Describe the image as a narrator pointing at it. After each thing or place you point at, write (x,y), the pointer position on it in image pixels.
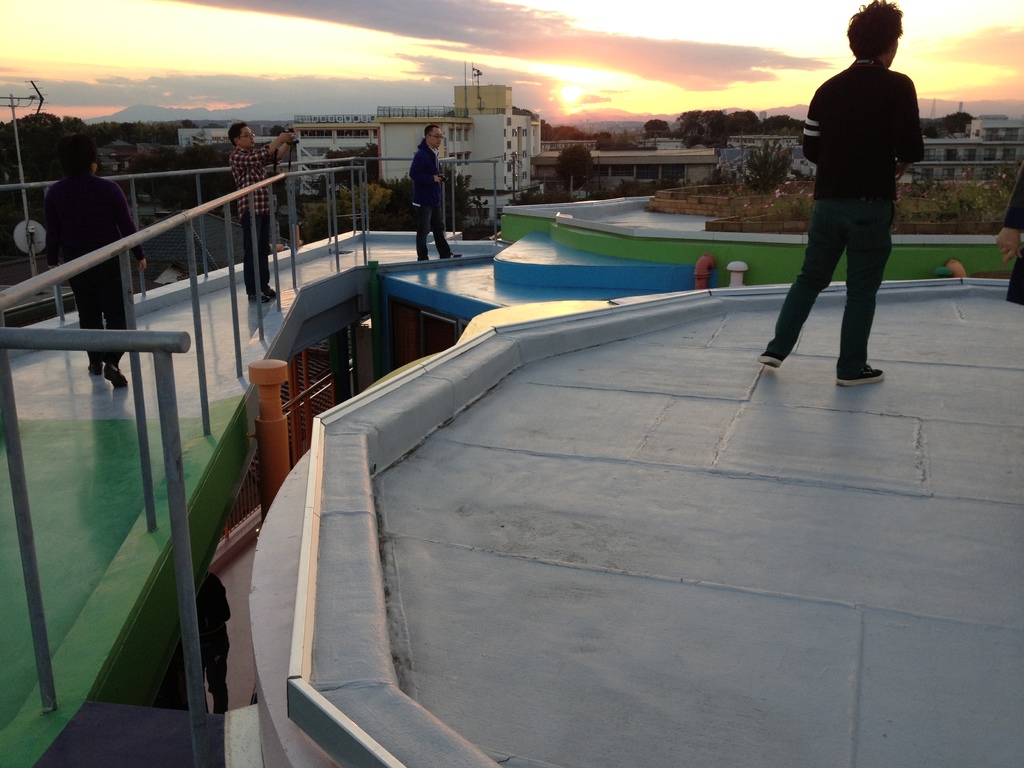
This is an outside view. On the right side (838,172) there is a man (863,304) standing on the floor (816,429) facing towards the back side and I can see another person's hand (1012,248). On the left side (100,240) there is a person (105,354) walking and two persons (247,183) are standing. One man (261,167) is holding an object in the hands (288,130) and there is a railing (18,449). In the background (372,143) there are many buildings (398,148) and trees (12,156). At the top of the image (366,43) I can see the sky (298,25).
